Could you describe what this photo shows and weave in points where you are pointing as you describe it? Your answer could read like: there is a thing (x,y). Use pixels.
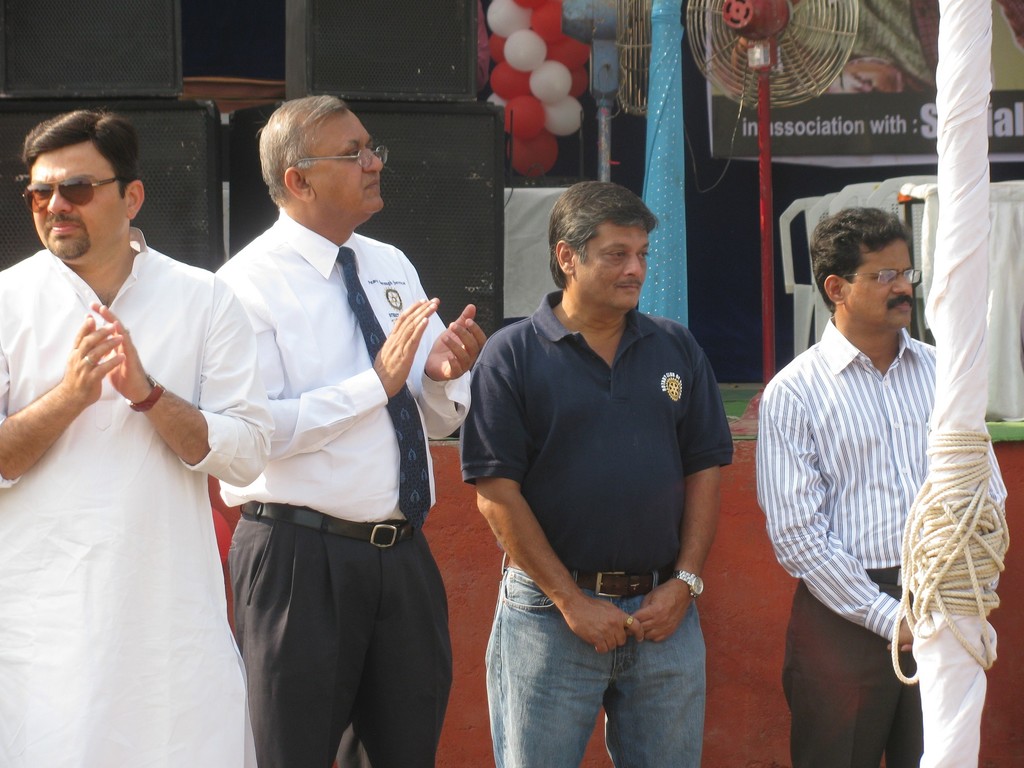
In this image we can see four men (559,583) standing. We can also see a pole (947,316) with a cloth (956,393) and also a rope (970,582). In the background (485,216) we can see the stage (1004,615) and on the stage (1009,592) we can see the sound boxes (443,115), balloons (506,114), chairs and also a table (1012,356) with the white color cloth (1016,228). We can also see the banner (909,113) with the text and also the images (918,45).
